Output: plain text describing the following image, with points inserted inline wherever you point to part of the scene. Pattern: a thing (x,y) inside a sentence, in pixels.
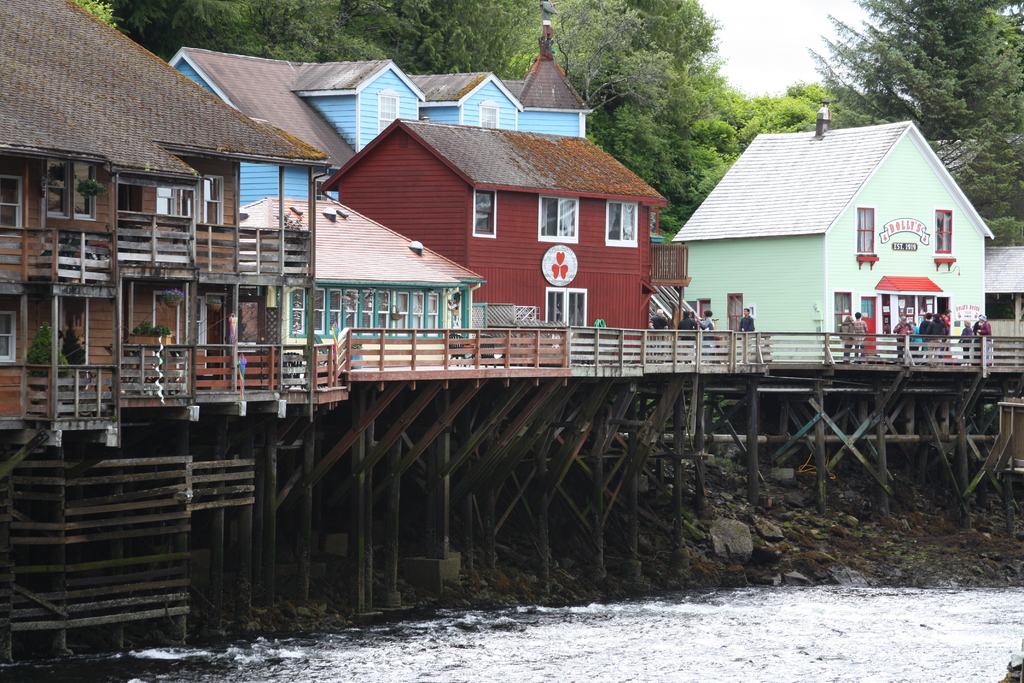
In this picture we can see water (823,605) at the bottom (765,612), in the background (671,235) there are some houses (793,184) and trees (657,60), we can see some people (908,329) on the right side (948,322), there is some grass (928,524) and stones (780,504) at the bottom (877,525), we can see the sky (811,18) at the top of the picture (796,30), we can also see some plants (80,192) on the left side (40,345).
